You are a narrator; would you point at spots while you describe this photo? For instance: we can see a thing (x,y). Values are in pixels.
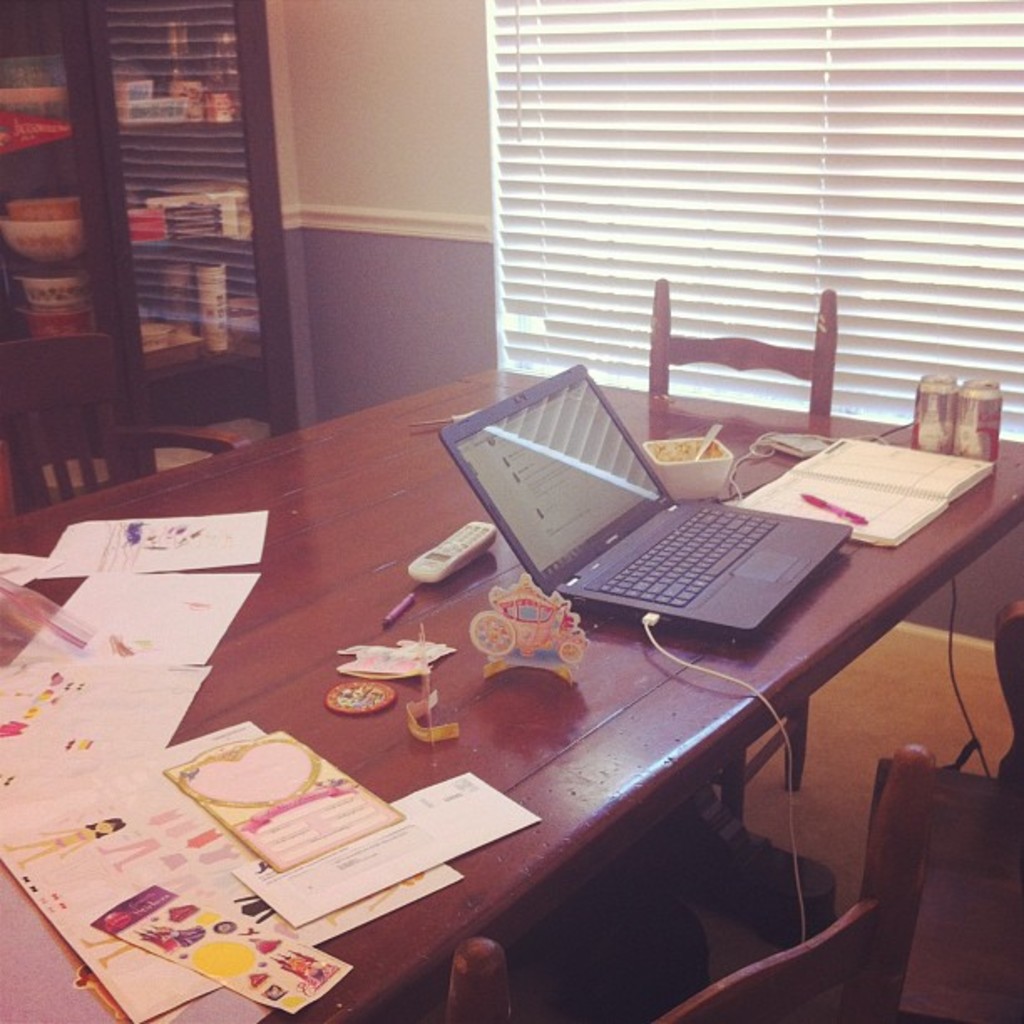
In the image we can see there is a table (132,514) on which there are papers (168,820) and a remote (459,561). There is a laptop (641,547) which is connected to a USB cable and beside it there is a bowl (678,464) in which there is a spoon (703,453) and a book (887,464) on which there is a pen (832,507) and behind the table (298,463) there is a wardrobe (70,263) in which bowl (61,313) and glasses (224,313) are kept.
